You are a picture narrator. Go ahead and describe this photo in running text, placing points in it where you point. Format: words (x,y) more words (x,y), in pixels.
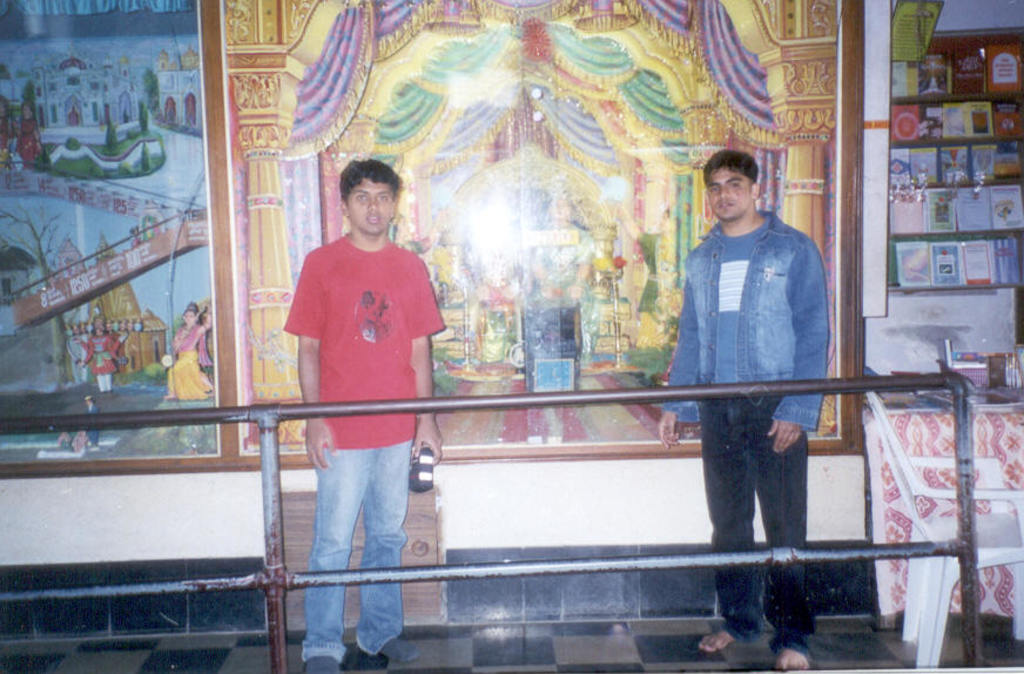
In this image, we can see two people (775,584) standing. We can see the ground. We can see the fence (957,490). We can see the wall (47,536) with some photo frames (634,228). We can see a chair (900,489). We can see a table (913,440) covered with a cloth (979,413) and some objects (944,397) are placed on it. We can also see some posters (964,217).
